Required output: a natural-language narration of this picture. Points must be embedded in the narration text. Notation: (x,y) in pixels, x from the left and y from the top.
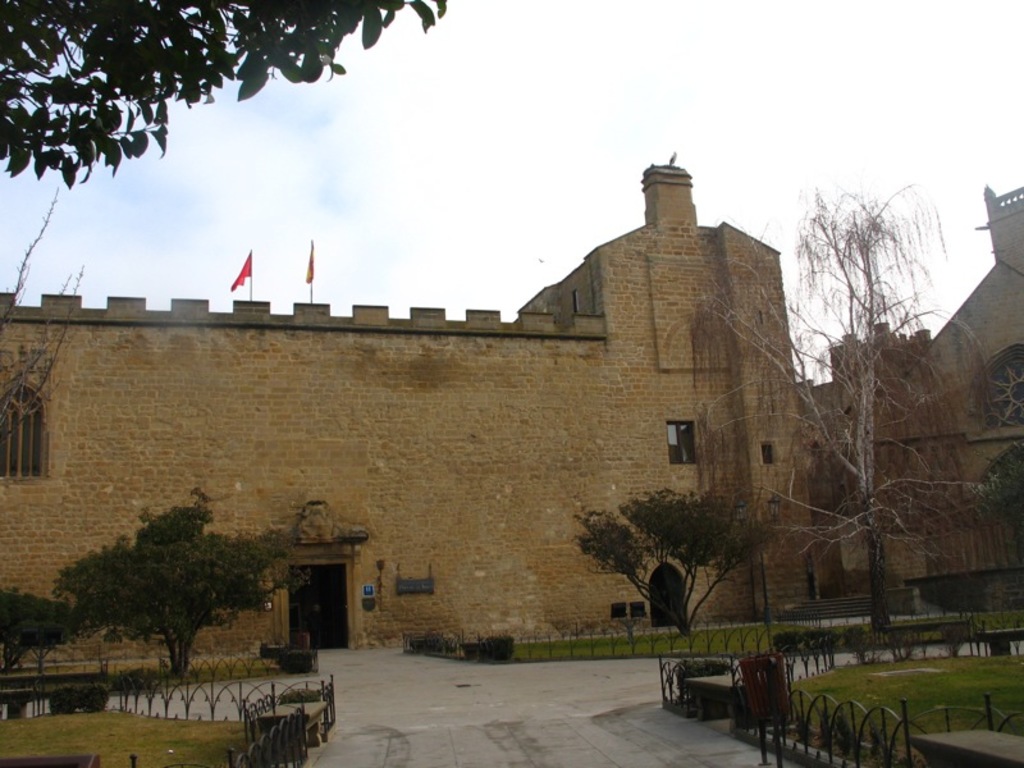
In this image at the top left hand corner (271,46), I can see many leaves (0,141) of a tree (1,48) in the middle (355,441) I can see the brick wall (554,465) and background (472,7) is the sky (860,77).
